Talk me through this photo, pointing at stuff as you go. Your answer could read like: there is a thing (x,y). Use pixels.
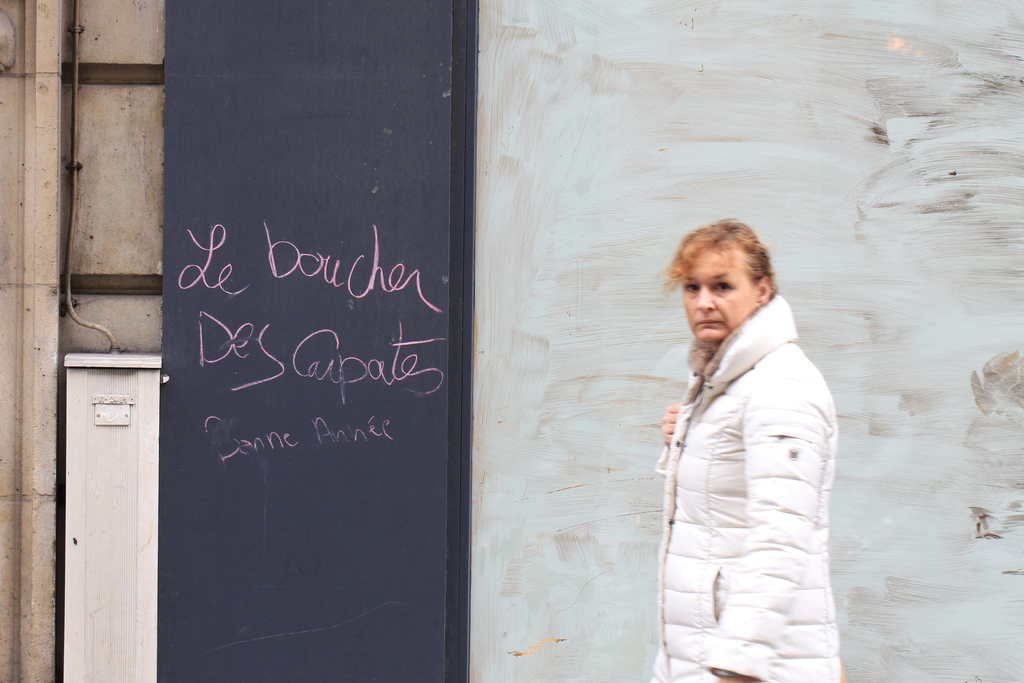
In this image I can see a woman (730,337) is standing on the right side (780,329) and I can see she is wearing white colour jacket (688,405). On the left side of this image (138,360) I can see a white colour thing (71,374), a black colour board (191,289) and on it I can see something is written.
